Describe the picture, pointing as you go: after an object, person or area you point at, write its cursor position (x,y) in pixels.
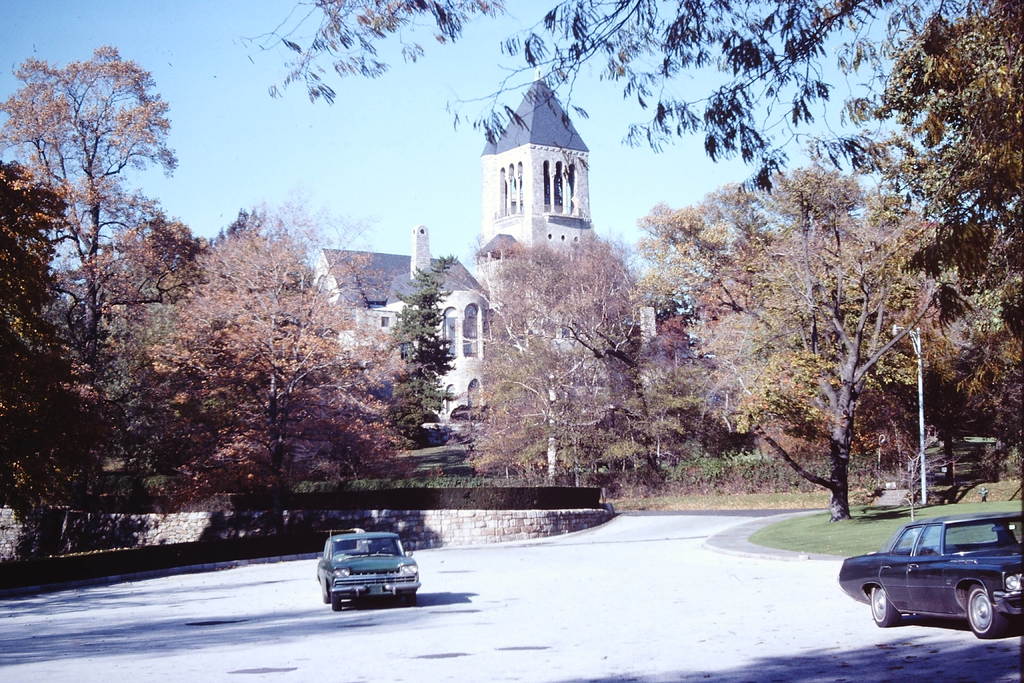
In this picture we can see two cars (401,565) here, on the right side (865,545) there is grass (876,527), we can see some trees (656,362) here, in the background (467,285) there is a building (453,284), we can see sky (291,150) at the top of the picture (268,96).
